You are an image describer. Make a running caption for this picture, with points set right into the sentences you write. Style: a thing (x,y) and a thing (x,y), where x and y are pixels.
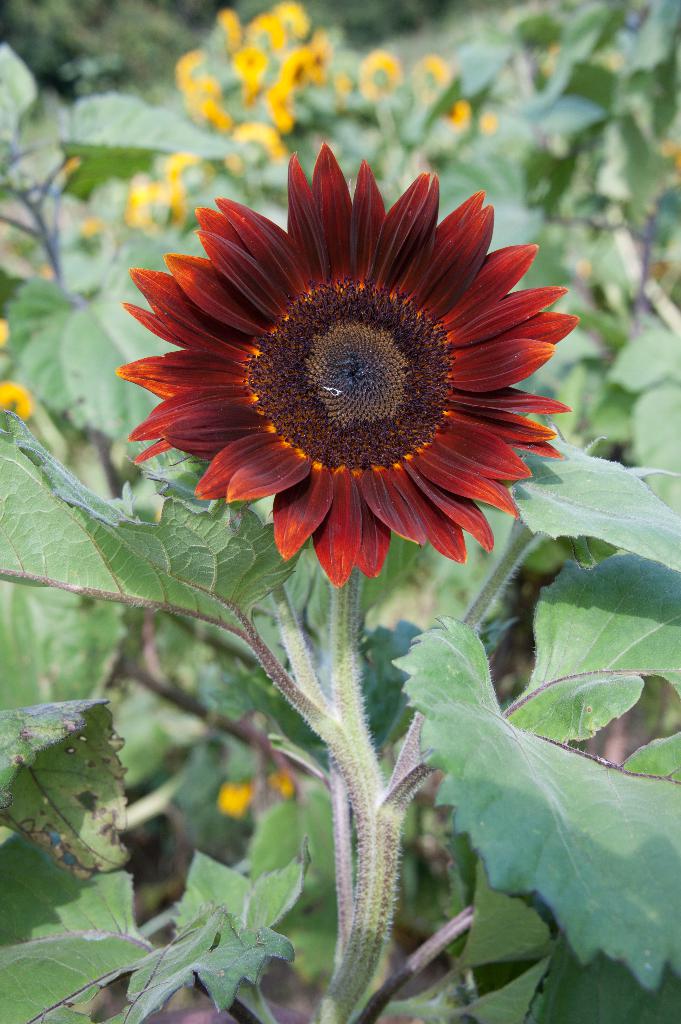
In this image, we can see some plants (325,180) with flowers (209,314) and the background (136,35) is blurred.
